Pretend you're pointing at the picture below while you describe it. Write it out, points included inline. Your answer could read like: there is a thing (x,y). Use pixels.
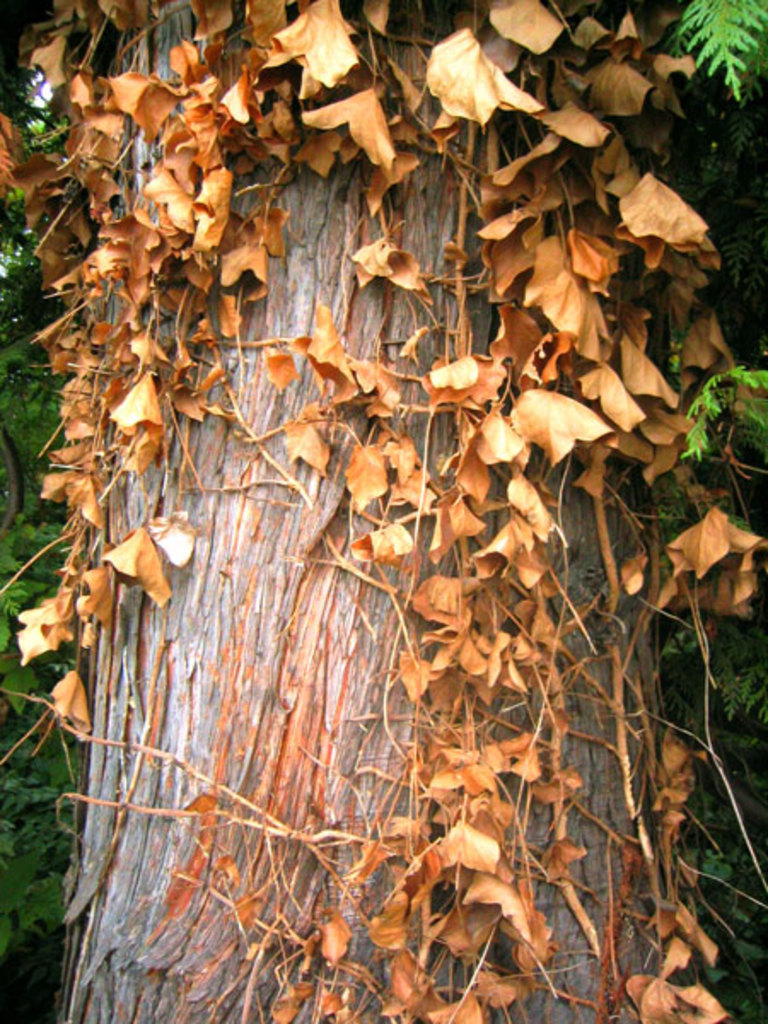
This image is taken outdoors. In the background (26,916) there are a few plants (38,295) and trees (15,276) with green leaves (732,753). In the middle of the image (320,557) there is a tree (293,681) with a branch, stems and dry leaves (307,44).
